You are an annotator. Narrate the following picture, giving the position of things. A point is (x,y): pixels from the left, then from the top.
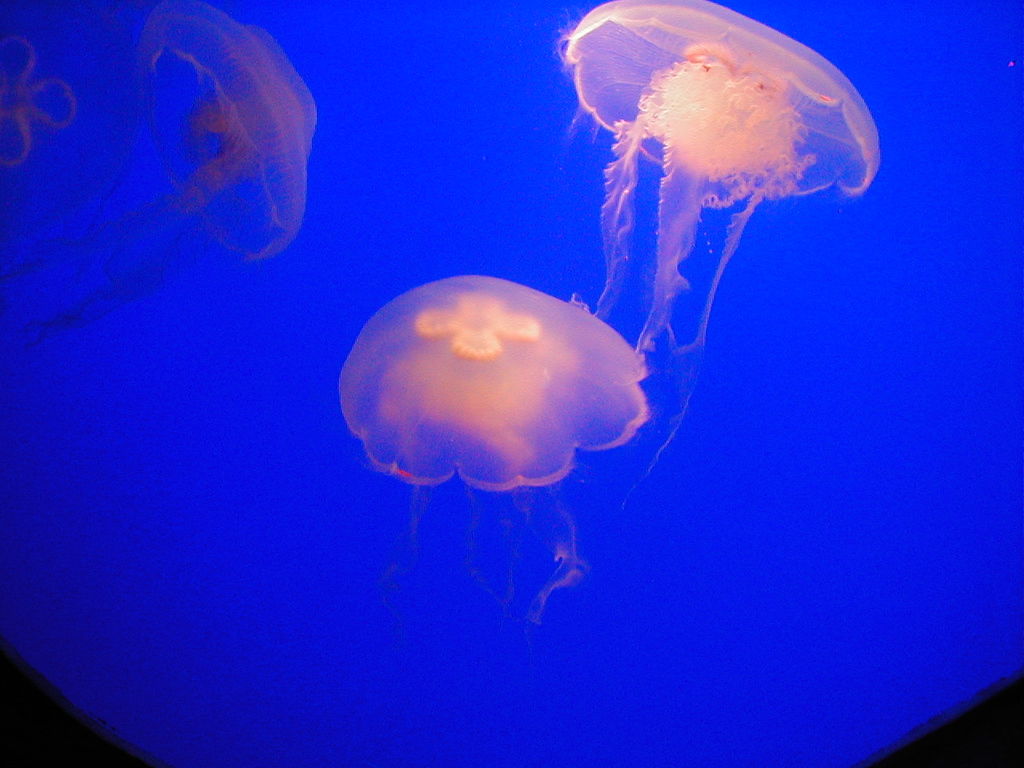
In the center of the image (649,438) we can see water (930,374). In the water (816,387), we can see jellyfishes (429,363).
